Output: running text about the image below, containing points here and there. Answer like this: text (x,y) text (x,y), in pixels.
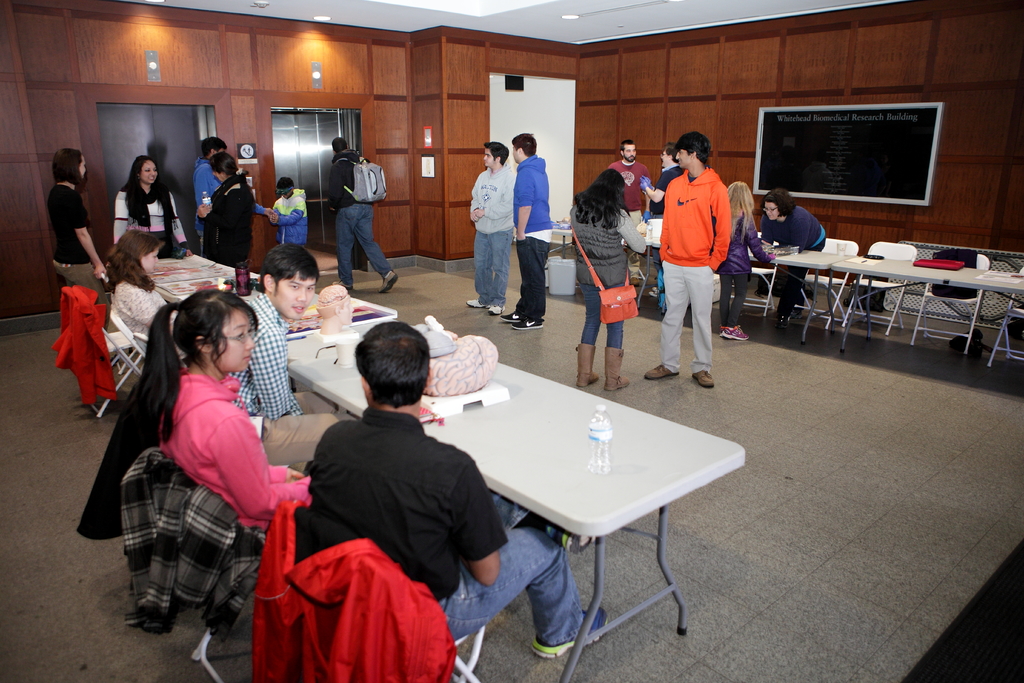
The image is inside the room (677,664). In the image on left side (165,365) there are group of people (252,366) sitting on chair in front of a table (561,482), on table (631,456) we can see a water bottle (598,419) and a toy human brain (477,357) and a bottle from left side (79,228) to right side (744,197) we can see group of people (752,204) standing and we can also see a hoarding (898,129) on wall (992,49) which is in right side (856,172). In middle (349,243) there is a man (349,214) walking towards the lift (320,150) on top (352,11) there is a roof (560,20) with few lights (571,14).
